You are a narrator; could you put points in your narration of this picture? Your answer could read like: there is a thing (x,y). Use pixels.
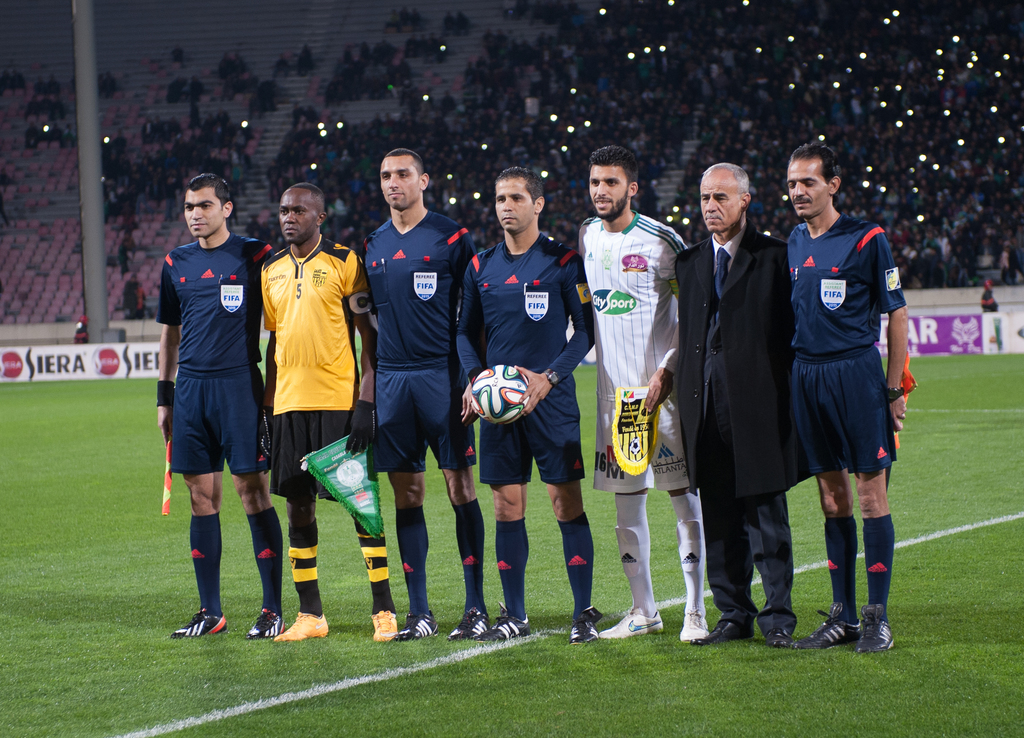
In this image I can see number of people (178,457) are standing and also a man (473,417) is holding a ball (511,384). I can see few of them (316,432) are holding flags (631,394). In the background (806,111) I can see stadium (160,205).
